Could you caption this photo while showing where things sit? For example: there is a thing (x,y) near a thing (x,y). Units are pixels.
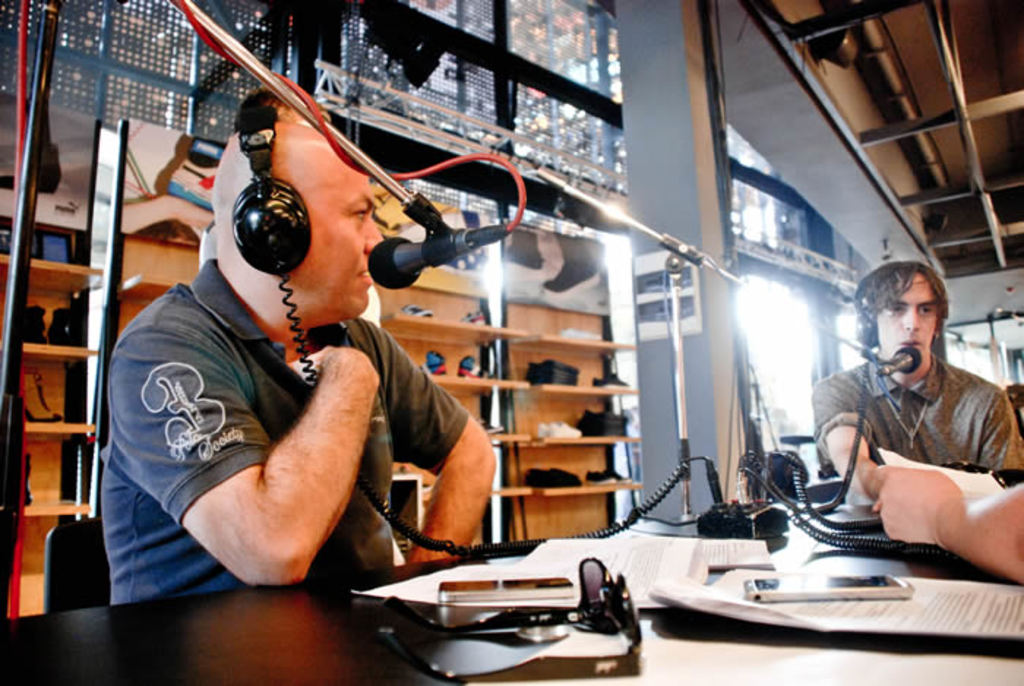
In this picture I can see two persons (360,553) sitting on the chairs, there is another person (965,523) holding papers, there are papers (655,537), mobiles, spectacles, mics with the mic stands (689,447) and some other objects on the table (986,666), and in the background (885,6) there are pairs of shoes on and in the racks (431,327), and there are iron rods (987,203).
